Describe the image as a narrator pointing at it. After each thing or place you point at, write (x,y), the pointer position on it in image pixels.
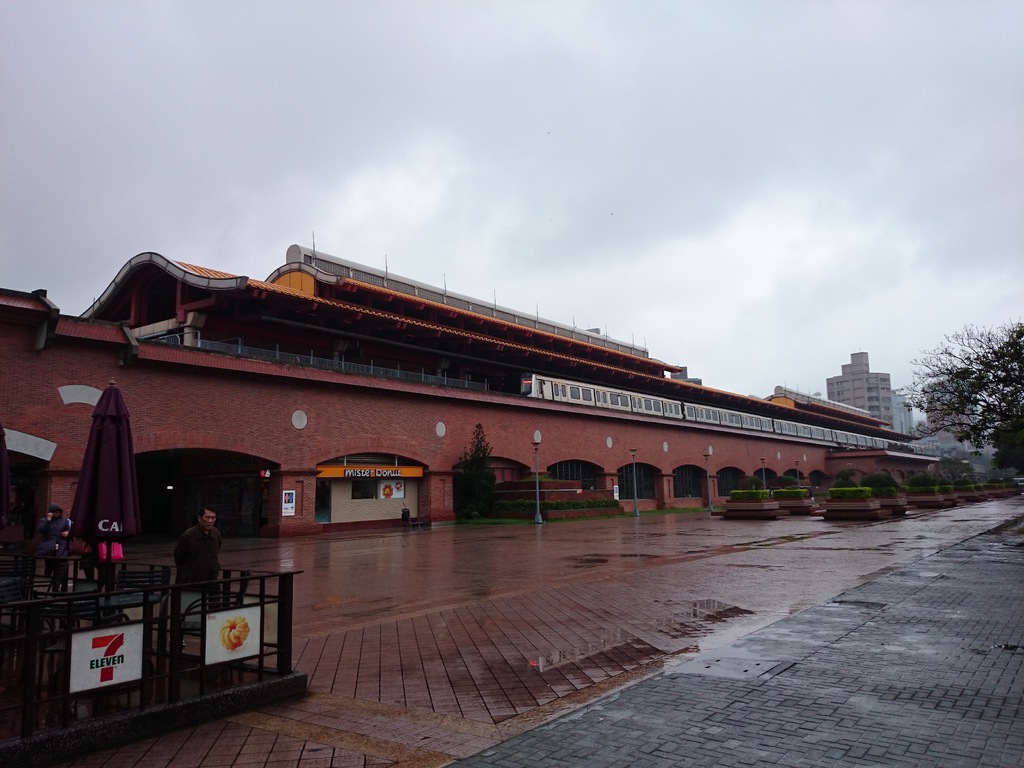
In this image we can see a building (221,345) with a train (638,408) on it. To the left side of the image (209,550) we can see a person (196,545) standing and an umbrella (110,508), metal barricade (31,655). To the right side of the image (1010,405) we can see group of plants (920,483), tree (965,398), building (882,400) and in the background (614,254) we can see the cloudy sky (665,262).
